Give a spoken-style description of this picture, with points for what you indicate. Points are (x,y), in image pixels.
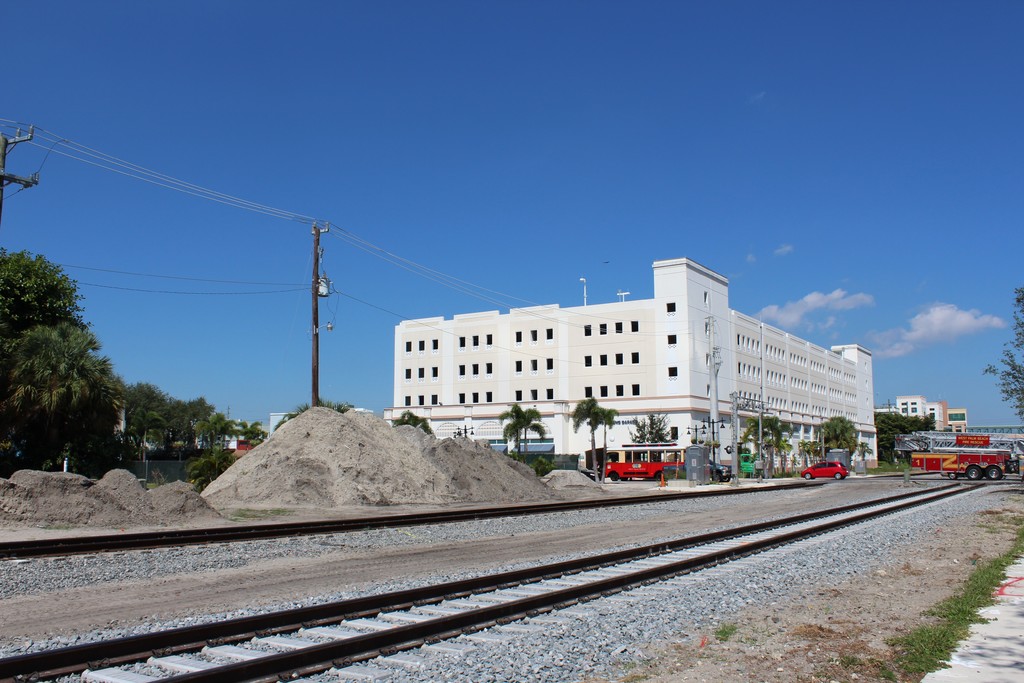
In this image we can see few buildings (735,369). There are many trees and plants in the image. There are few vehicles (953,448) in the image. There are two railway tracks (598,581) in the image. We can see the sky (620,88) in the image. There are few electrical poles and few cables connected to it.
